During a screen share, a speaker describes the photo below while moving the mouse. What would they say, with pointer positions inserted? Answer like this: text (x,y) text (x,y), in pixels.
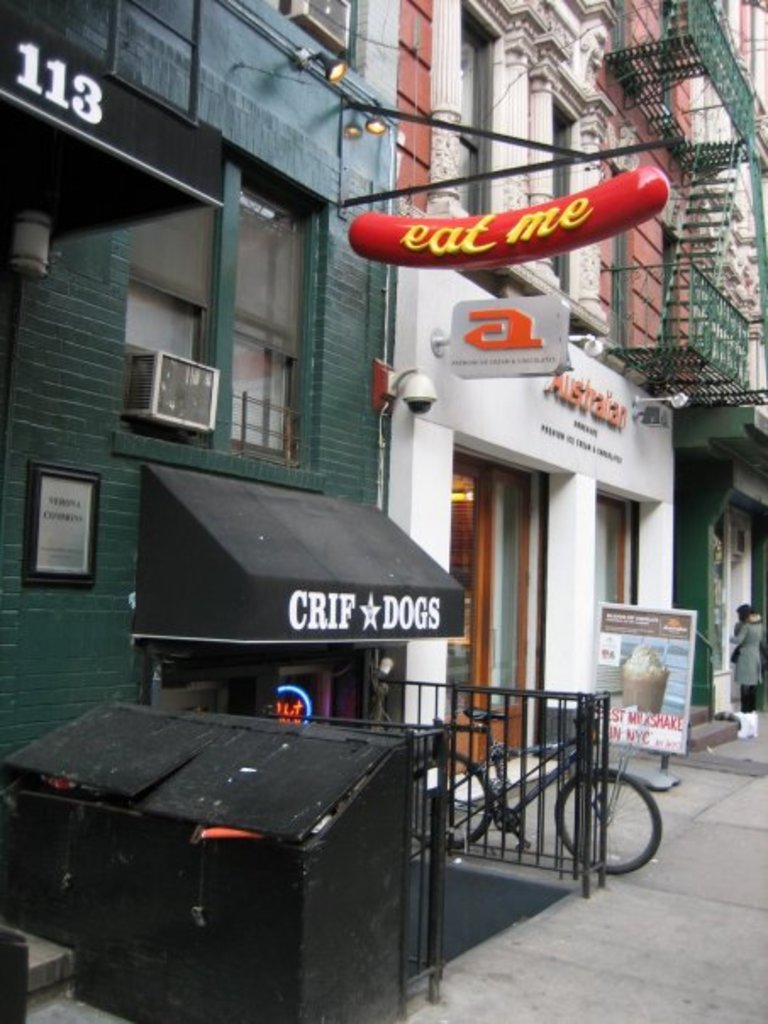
In this picture I can see buildings (378,334) and boards (546,334) with some text (507,326) and I can see a bicycle (607,827) on the sidewalk (657,865) and looks like a dustbin (202,923).
